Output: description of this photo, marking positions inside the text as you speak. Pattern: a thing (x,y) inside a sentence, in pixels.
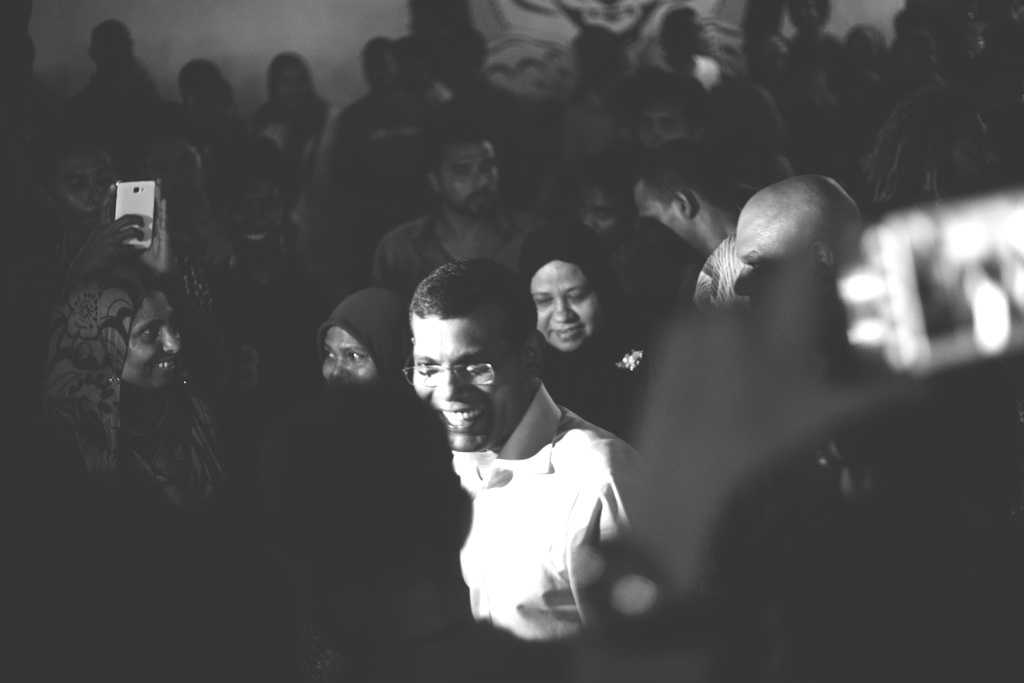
This is a black and white image. In the center of the image (492,273) there is a person (529,637) wearing a white color shirt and spectacles (491,375). There are many people (93,505) around him.
